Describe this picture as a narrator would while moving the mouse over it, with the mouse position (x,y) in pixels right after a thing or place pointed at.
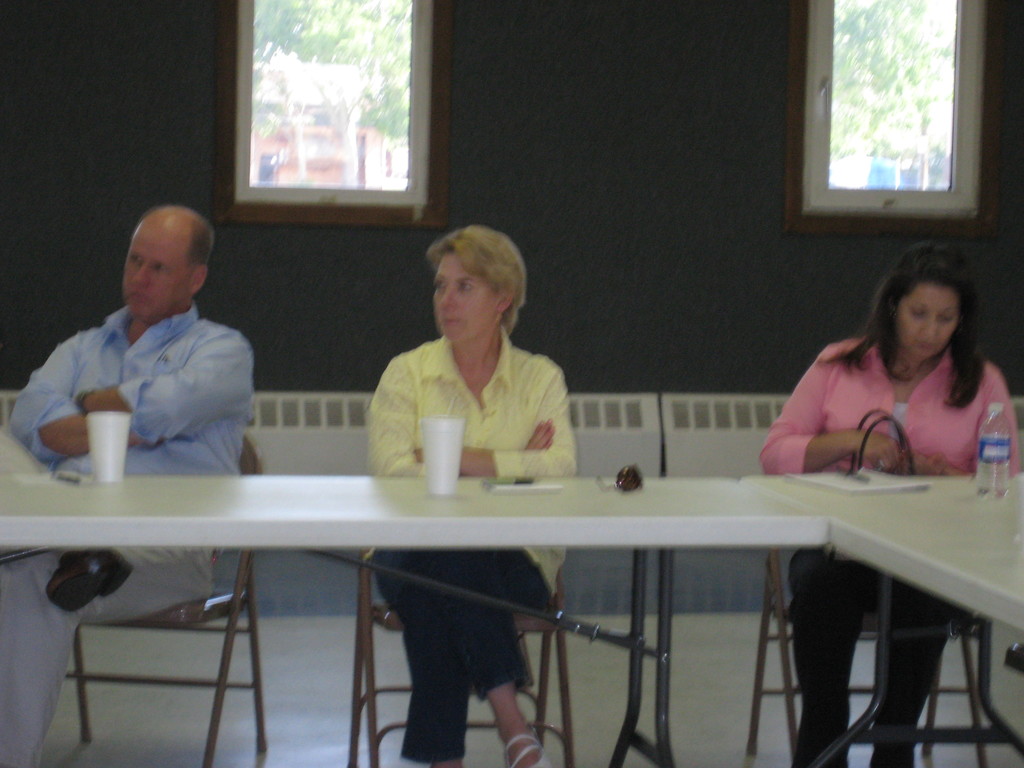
There are three people (877,400) sitting in chair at a table (221,532). Of them two (468,394) are women (421,391) and one (157,434) is a man (157,434). There two glasses (447,474) and a water bottle (984,485) on the table (583,491). There are two windows (798,115) on to the wall (471,179) behind of them. Through windows (898,188) we can see some trees (401,97) in the background (333,43).
